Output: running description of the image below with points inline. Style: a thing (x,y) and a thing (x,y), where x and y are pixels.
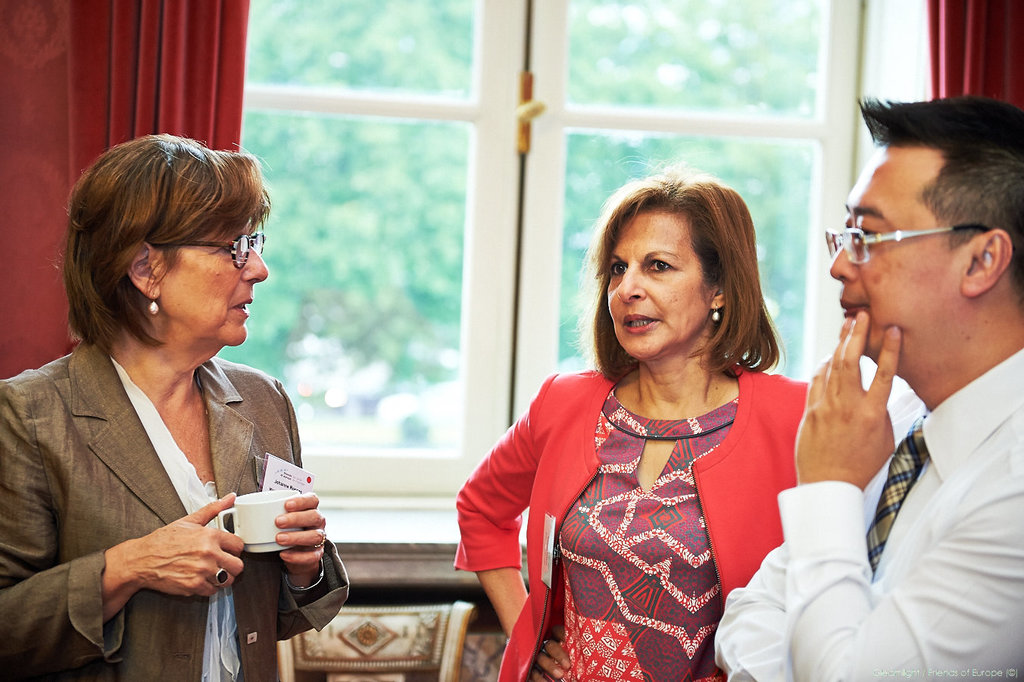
In this picture we can see three people (611,528) and a woman (295,615) wore spectacles (179,242) and holding a cup (251,498) with her hands (161,576) and at the back of her we can see some objects (437,617) and a window (366,184) with curtains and in the background (366,184) we can see trees (609,143) and it is blurry.
